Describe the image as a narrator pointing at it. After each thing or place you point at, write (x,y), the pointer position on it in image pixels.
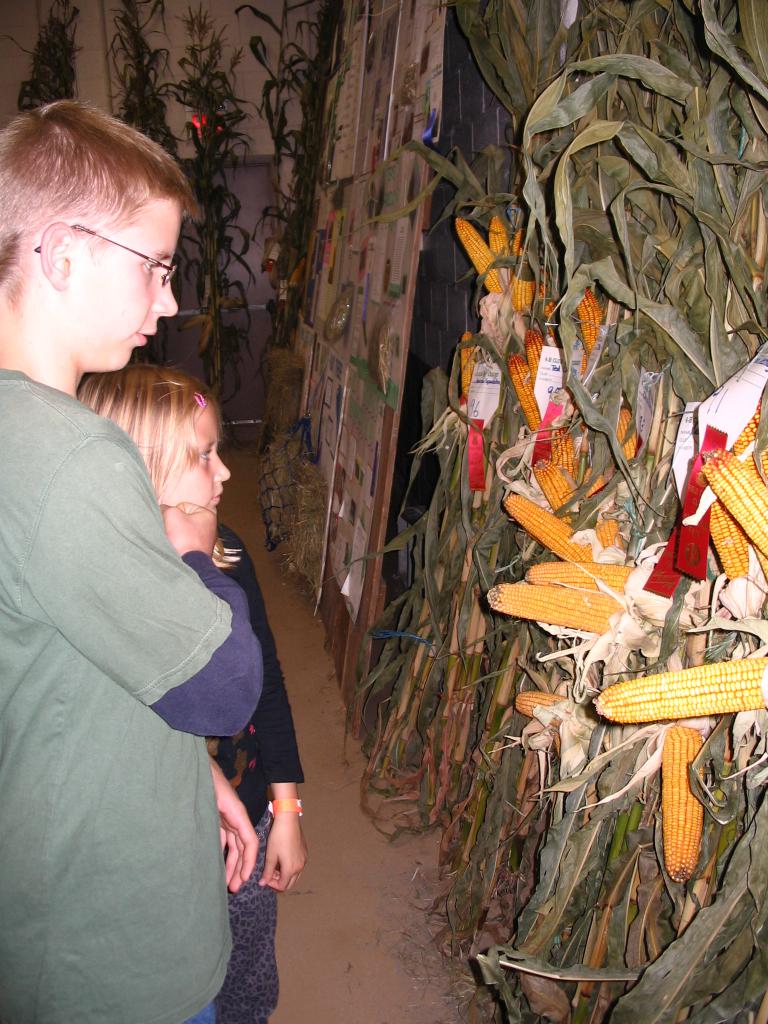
In this picture I can see maize (537,593) and few tags (489,414) with some text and I can see posters (352,270) on the right side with some text (391,110) and I can see plants (210,67) and couple of humans (184,495) standing and watching.
